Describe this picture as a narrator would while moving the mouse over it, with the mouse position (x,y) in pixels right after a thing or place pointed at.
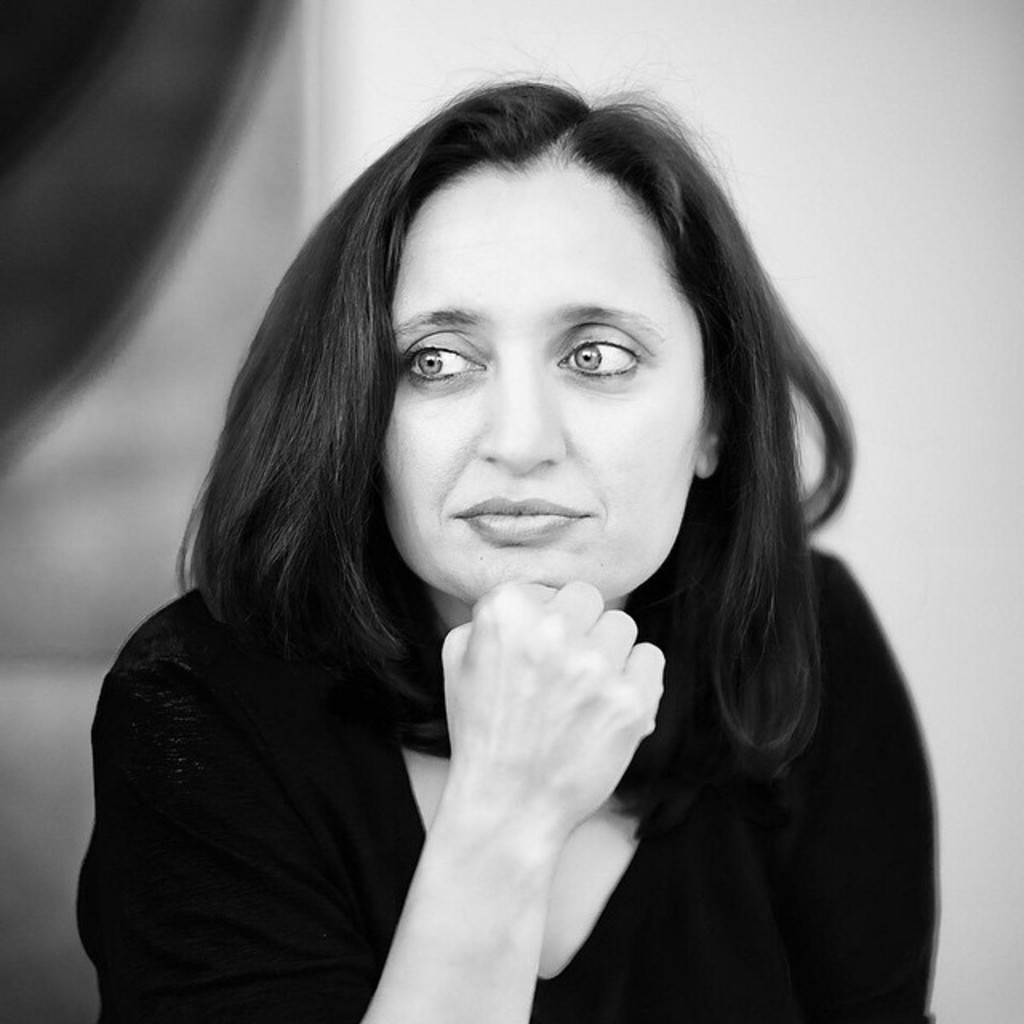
This is a black and white image. In the center of the image (538,497) a lady (536,620) is there. In the background of the image (43,635) we can see the wall (967,455).
